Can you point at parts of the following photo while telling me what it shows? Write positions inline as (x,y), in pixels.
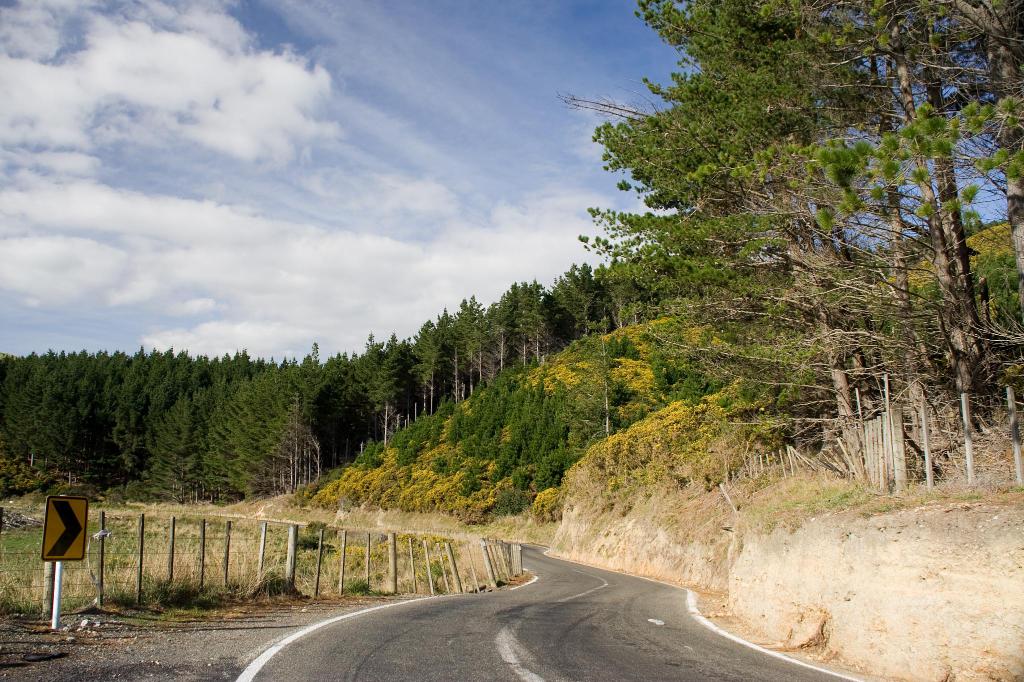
In this image I can see the road (536,637), few poles (290,563), the railing (264,528), a pole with a board (70,518) to it and few trees (744,422) which are green and yellow in color. In the background (223,296) I can see the sky (288,187).
